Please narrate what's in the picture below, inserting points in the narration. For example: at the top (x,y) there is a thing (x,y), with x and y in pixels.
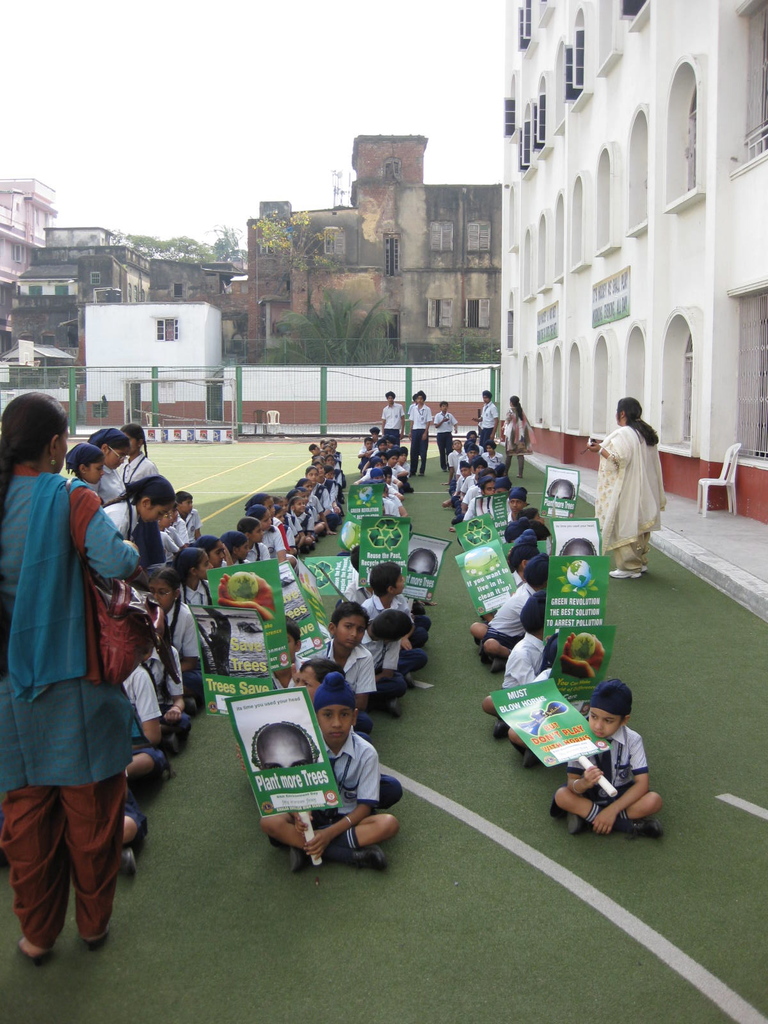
In the picture I can see a group of children (520,533) sitting on the floor (545,810) and they are holding a banner board (583,519) in their hands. There is a woman (17,810) on the left side (126,565) and she is carrying a bag (105,668). I can see another woman (589,450) on the right side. I can see a plastic chair (701,489) on the right side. In the background (384,253), I can see the buildings (198,281), trees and a metal fence (394,385).
